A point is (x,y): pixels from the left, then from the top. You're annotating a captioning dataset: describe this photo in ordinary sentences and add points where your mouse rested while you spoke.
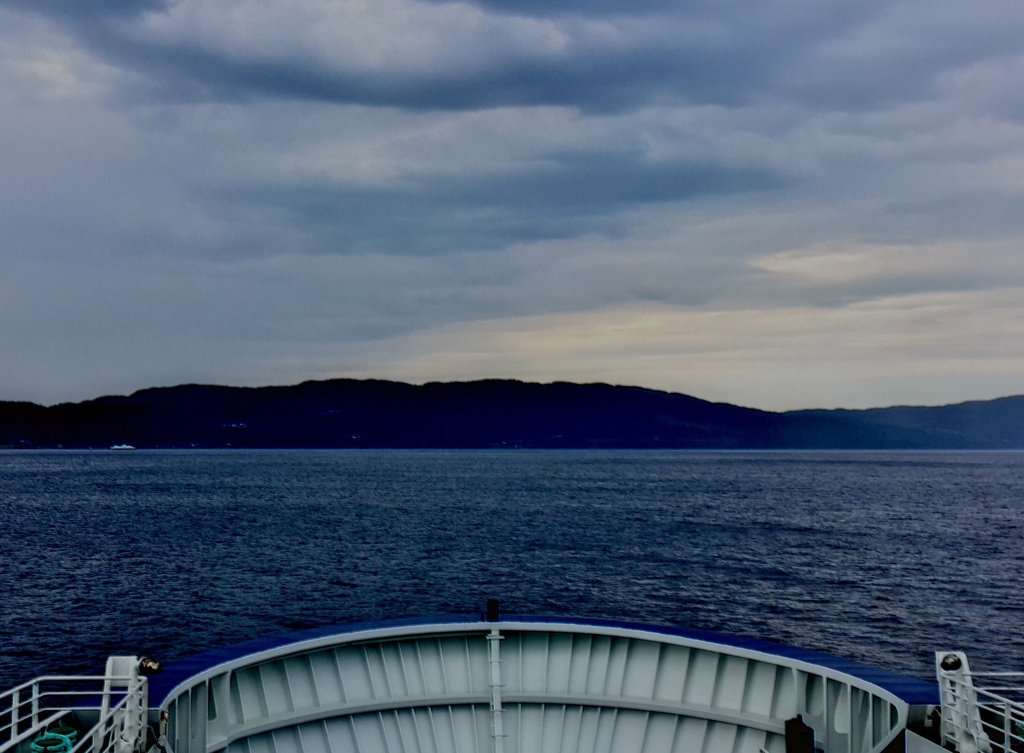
At the bottom of the image (769,721) we can find few metal rods (481,668), in the background (437,541) we can see water (584,483), few hills (614,444) and clouds (418,260).
